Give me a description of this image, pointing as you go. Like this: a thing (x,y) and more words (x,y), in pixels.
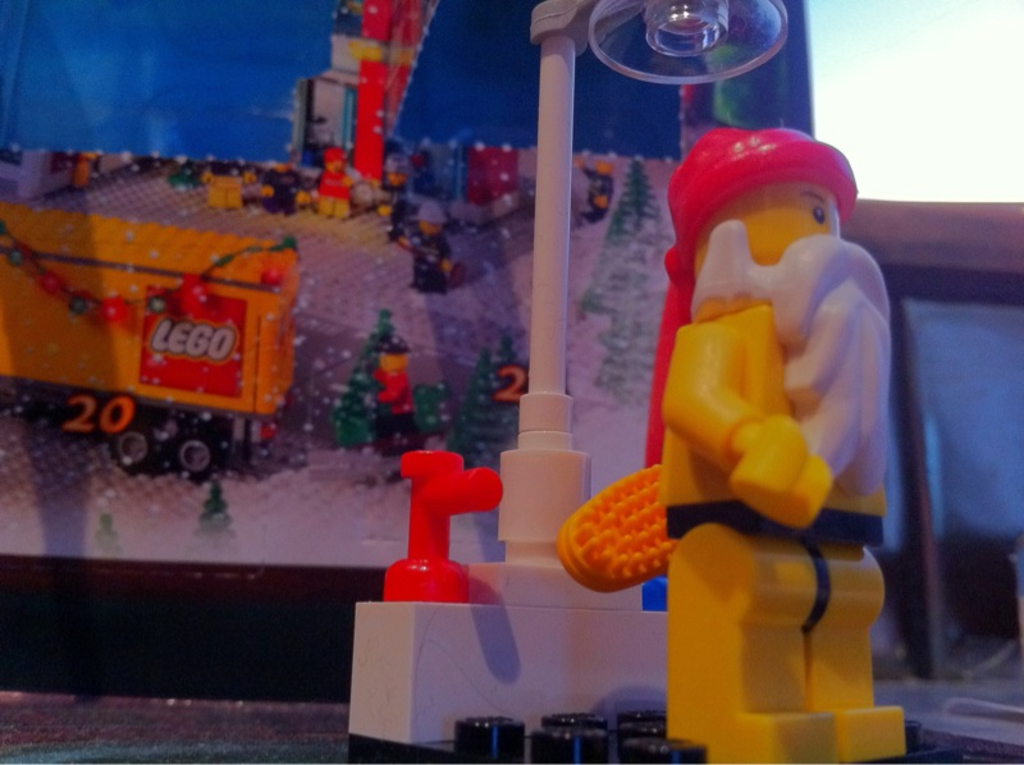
In this image there is a toy (789,554). In the background (289,268) there are building blocks (340,55) which are made of Lego bricks (348,263).
